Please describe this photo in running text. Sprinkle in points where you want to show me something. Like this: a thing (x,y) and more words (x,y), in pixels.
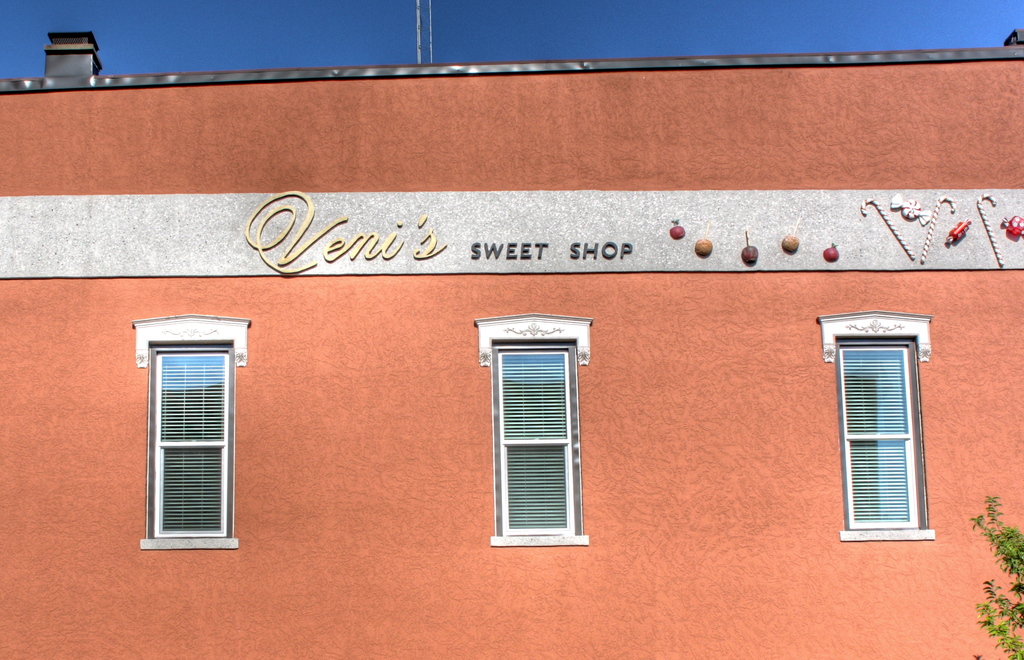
In this image we can see a wall (486,552) of a building (624,537). On the building (458,386) we can see few windows (840,399), some text (490,255) and design (751,256). At the top (234,24) we can the sky (549,1). In the bottom right (1020,535) we can see a plant (990,510).
